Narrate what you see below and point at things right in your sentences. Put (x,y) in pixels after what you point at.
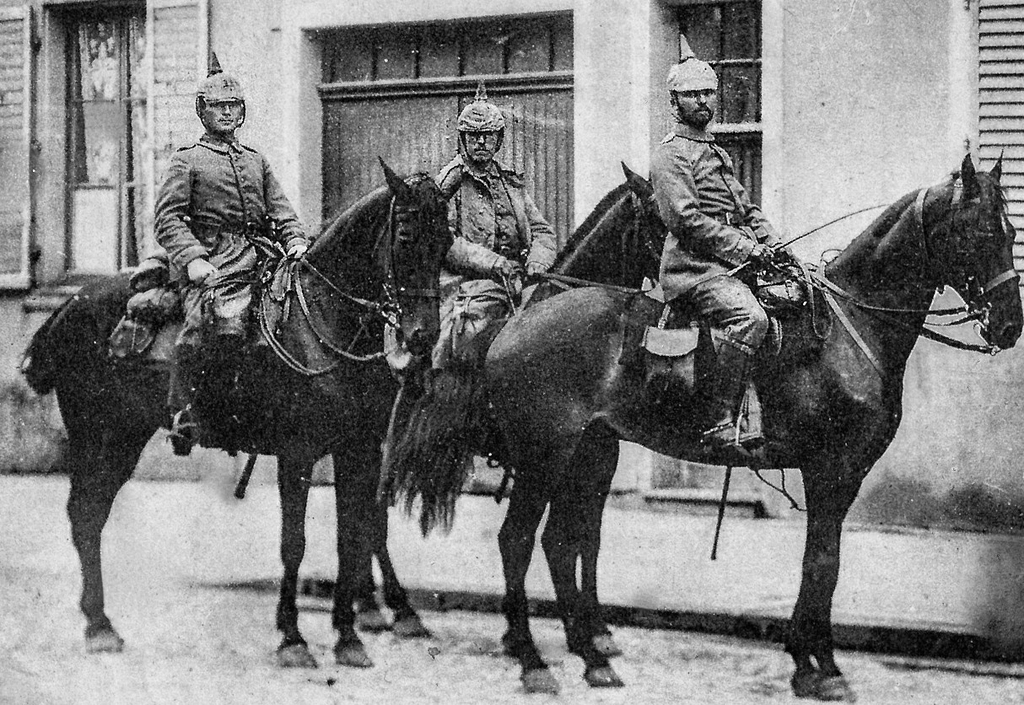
There are three persons (238,182) wearing cap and sitting on three different horses (564,314) and there is a building (289,129) in background (375,101).
